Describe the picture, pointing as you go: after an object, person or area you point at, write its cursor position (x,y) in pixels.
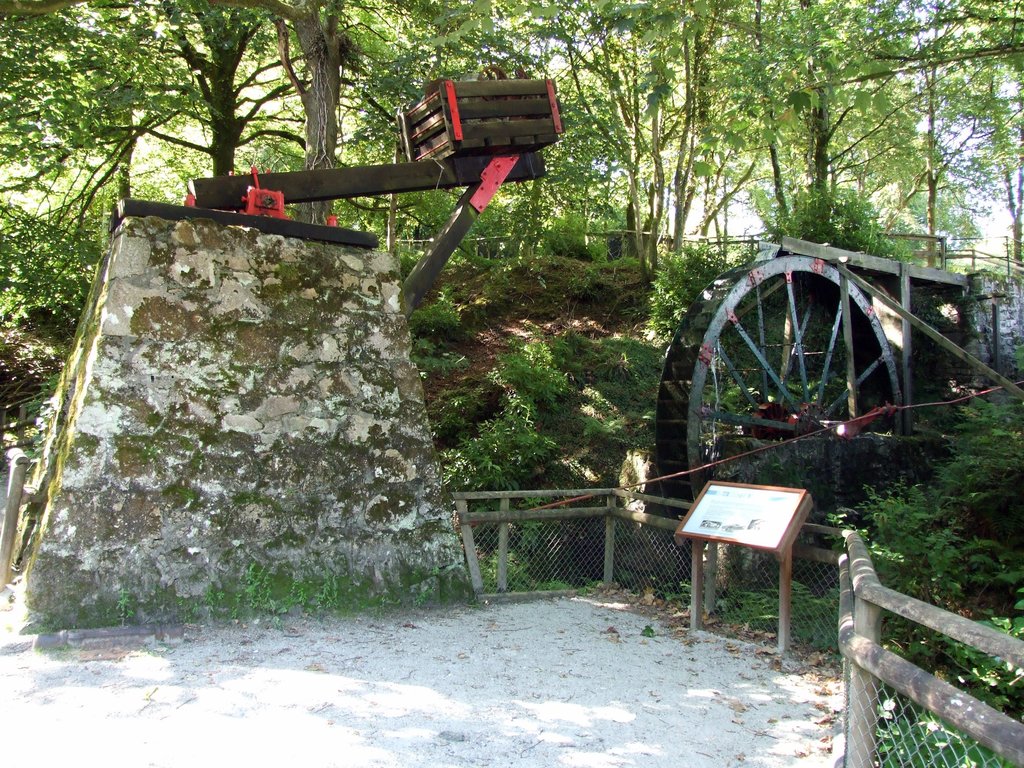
In this image, we can see a fence (562,569), there is a wooden box (458,147) and a wall (216,531), we can see the wheel (762,262), we can see a wooden board (837,256), there are some plants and trees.
